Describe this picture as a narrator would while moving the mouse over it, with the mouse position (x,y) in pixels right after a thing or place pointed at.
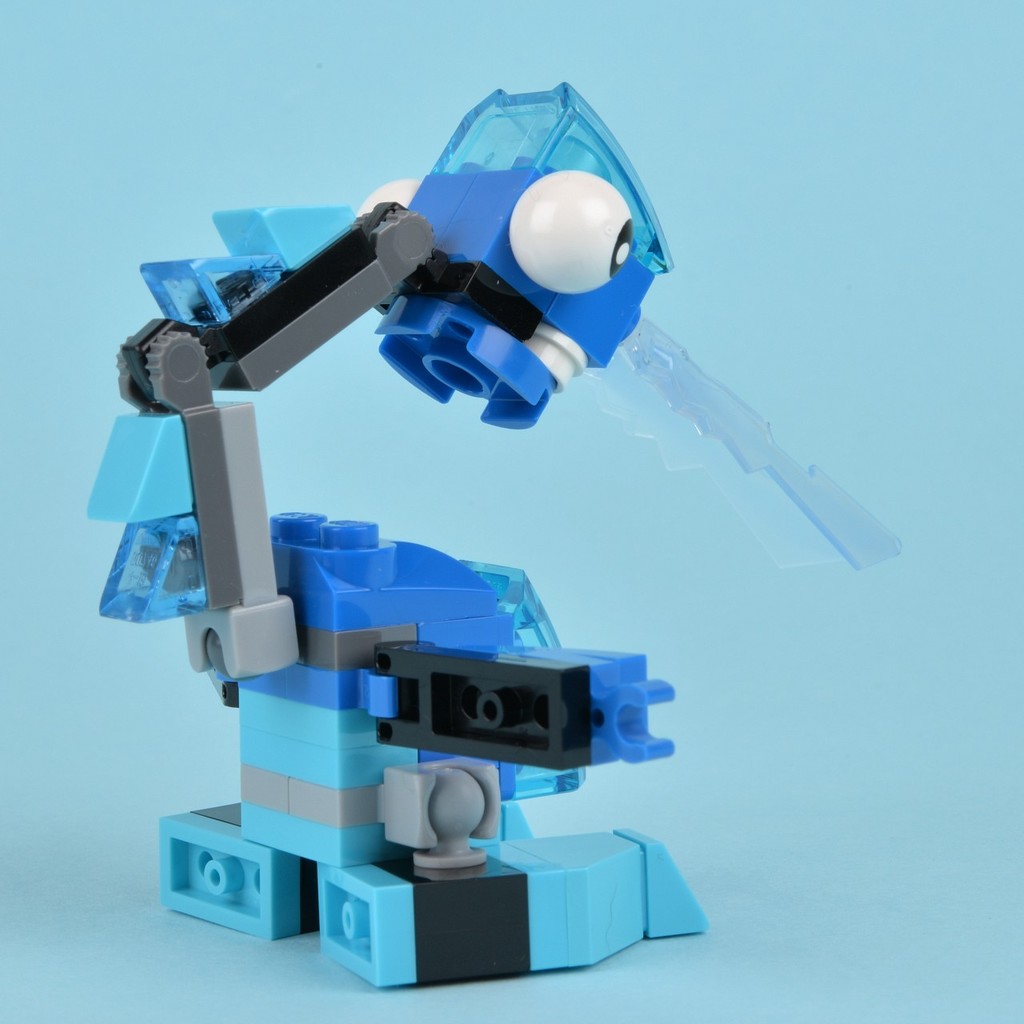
In this picture we can see a toy (276,886) made of building blocks (408,646) and this toy (401,628) is placed on a blue color platform (141,966).
